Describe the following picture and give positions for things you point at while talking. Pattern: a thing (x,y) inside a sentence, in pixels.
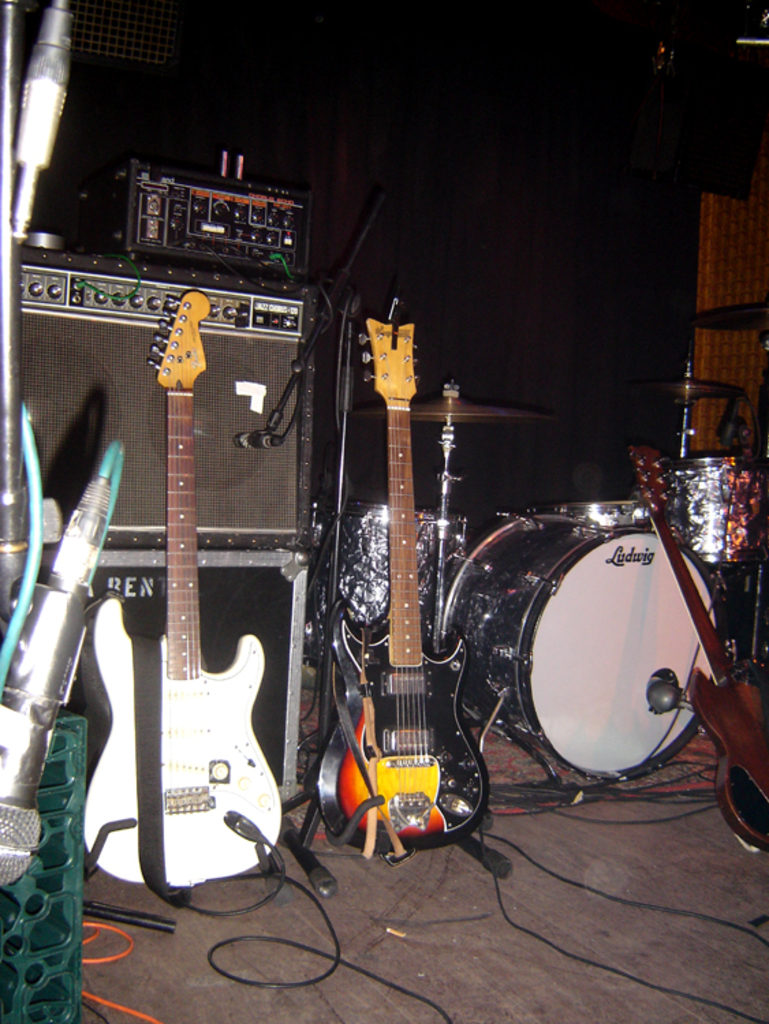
In this picture there is a guitar (383,675), drum (536,690), mic (66,646).
